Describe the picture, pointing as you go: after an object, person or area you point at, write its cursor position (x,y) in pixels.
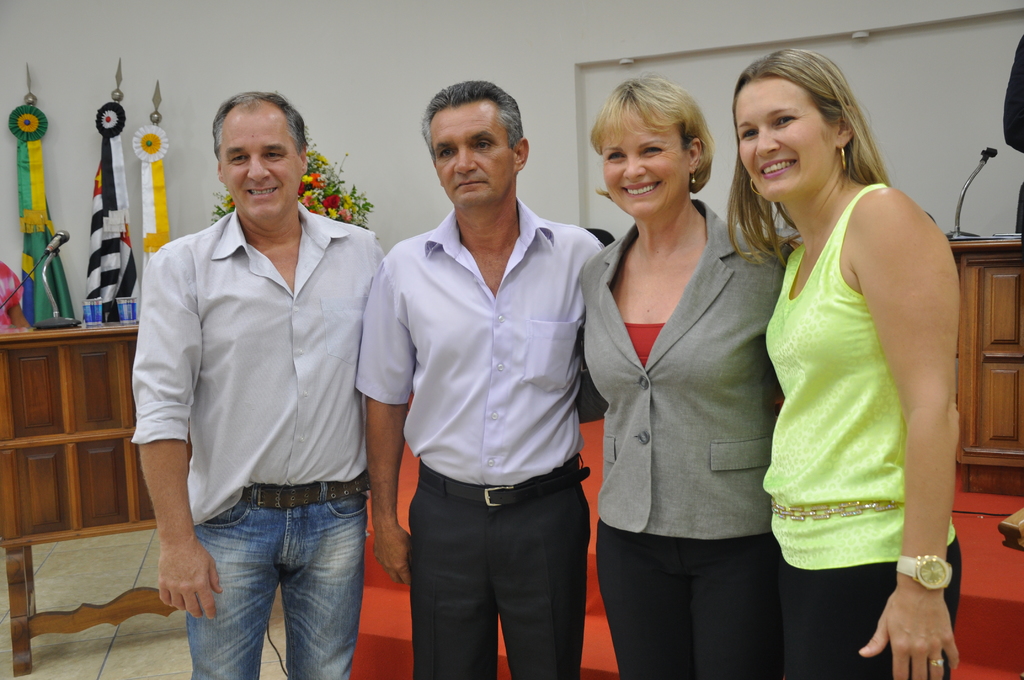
In the picture there are two men (572,467) and two women (939,267) present, behind there is a wall (81,36), there is a microphone (978,168) present on the table (48,358), beside there is another table (78,335), there are glasses (88,319) present, there are flags (27,298) present, there is a flower bouquet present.
